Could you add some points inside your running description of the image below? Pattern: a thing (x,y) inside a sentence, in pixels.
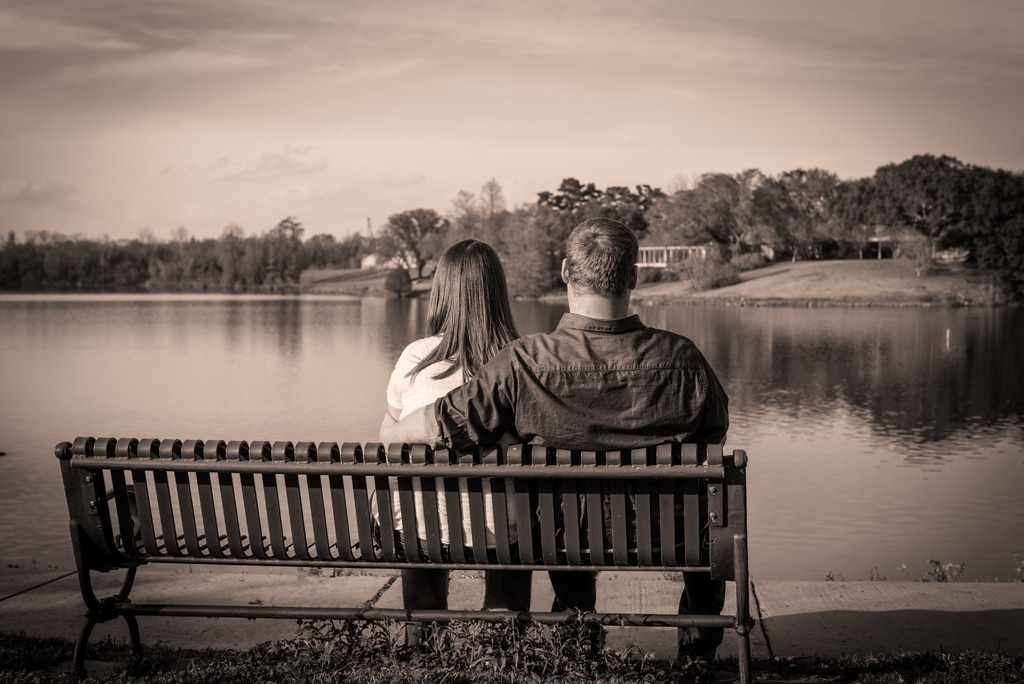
Here we can see a bench (624,508) a both are sitting on it, and in front here is the water (208,339), and here are the trees (681,192), and at above here is the sky (129,186).
